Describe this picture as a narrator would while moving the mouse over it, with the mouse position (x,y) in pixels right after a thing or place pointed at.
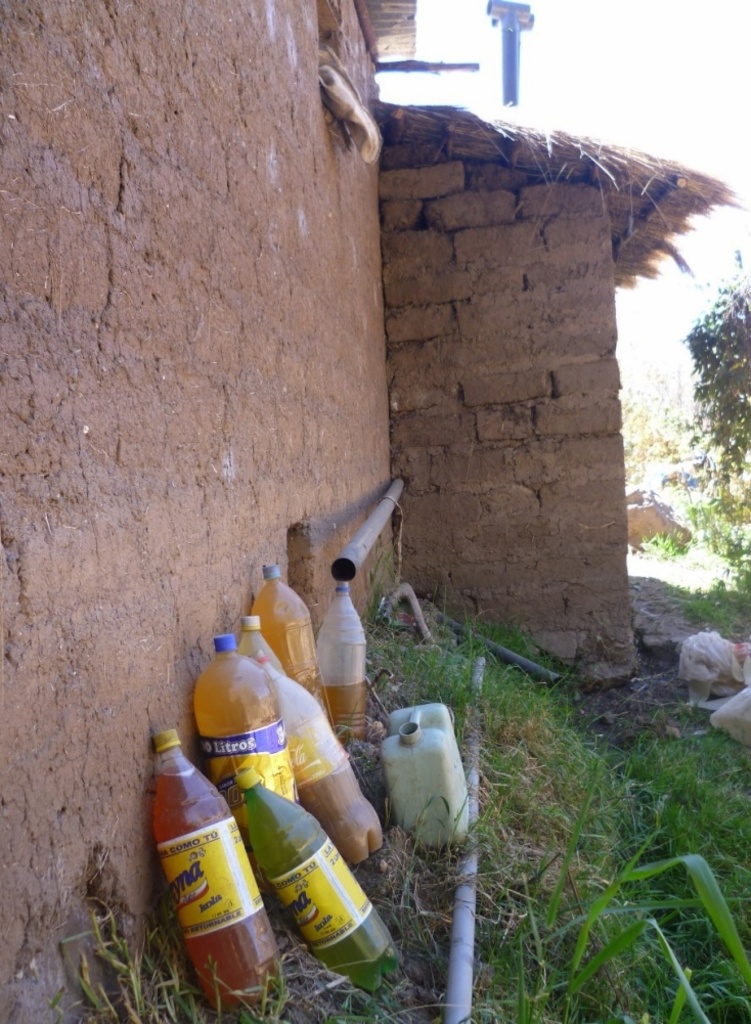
This picture is consists of bottles (266,608) which are kept at a side and there is a hut (191,171) at the left side of the image (246,466) and there are some trees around the area of the image and there are iron rods (399,480) at the center of the image (347,558).
